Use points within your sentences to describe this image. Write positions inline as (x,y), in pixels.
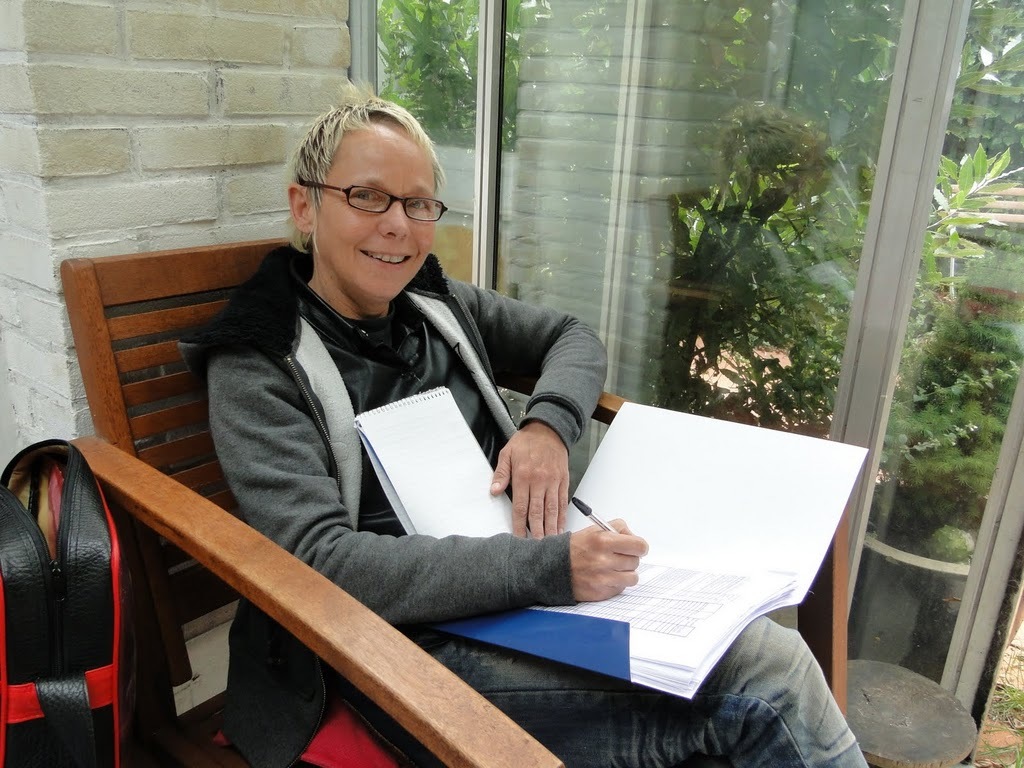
In this image we can see a person (452,352) sitting on the chair (294,589) and holding objects (710,465), behind him there is a wall (150,215), on the right side of the image (769,420) we can see a glass (723,372), through the glass (754,295) we can see some plants (837,272) and on the left side of the image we can see there is a bag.
